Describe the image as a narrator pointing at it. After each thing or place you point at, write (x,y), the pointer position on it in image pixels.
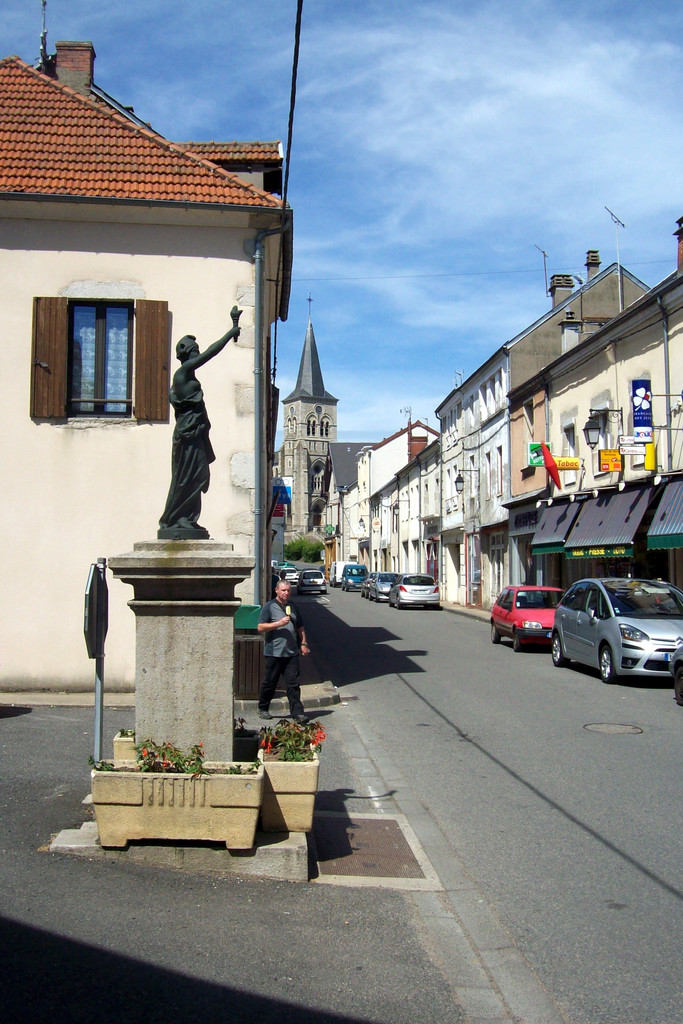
In this picture we can see a statue (181,504) on the pillar (158,618). In front of the statue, there are plants (156,758) in the pots (275,784). On the left side of the statue (181,520) there is a pole (103,679) with a signboard (90,632). Behind the statue (183,422) there are buildings (521,473), a man (270,692) walking, some vehicles (356,571) on the road (362,645) and boards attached to the buildings (237,413). Behind the buildings (324,475) there are trees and the sky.
